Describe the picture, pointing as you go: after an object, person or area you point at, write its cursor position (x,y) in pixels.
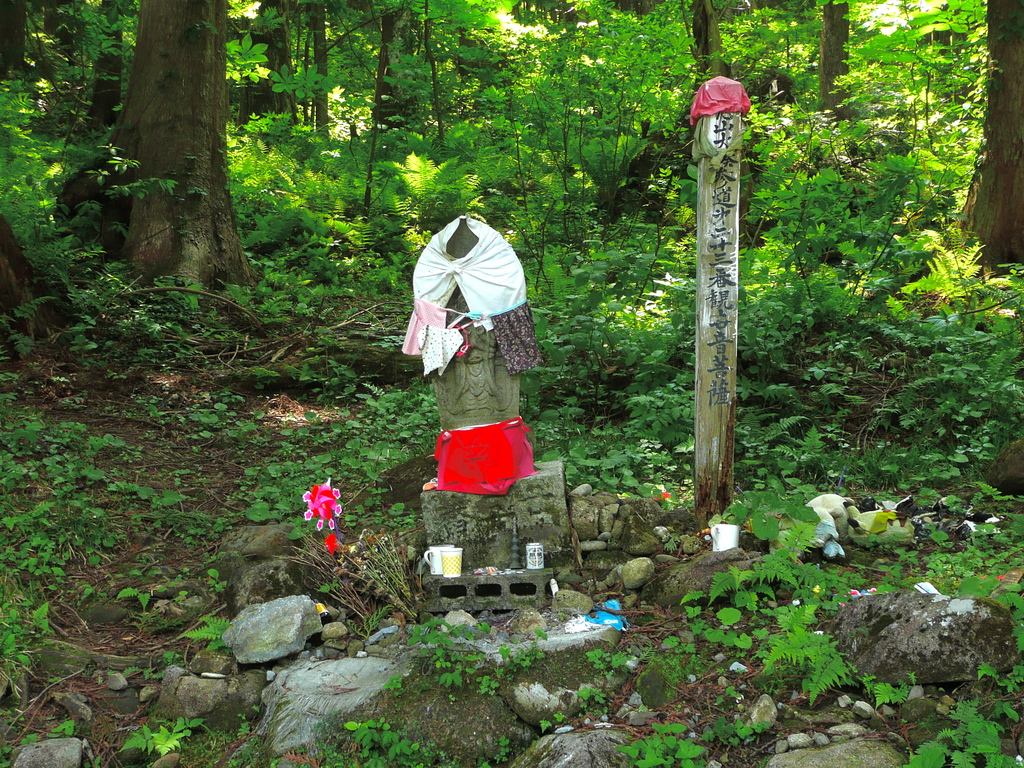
In this image we can see some clothes (494,434) on a statue (503,419) and a wooden pole (701,495) with some text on it. We can also see a flower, some cups (451,546) on a stand (494,602), some stones (526,616), a group of plants (747,644), the bark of the trees (137,253), some objects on the ground (154,489) and a group of trees (872,56).
